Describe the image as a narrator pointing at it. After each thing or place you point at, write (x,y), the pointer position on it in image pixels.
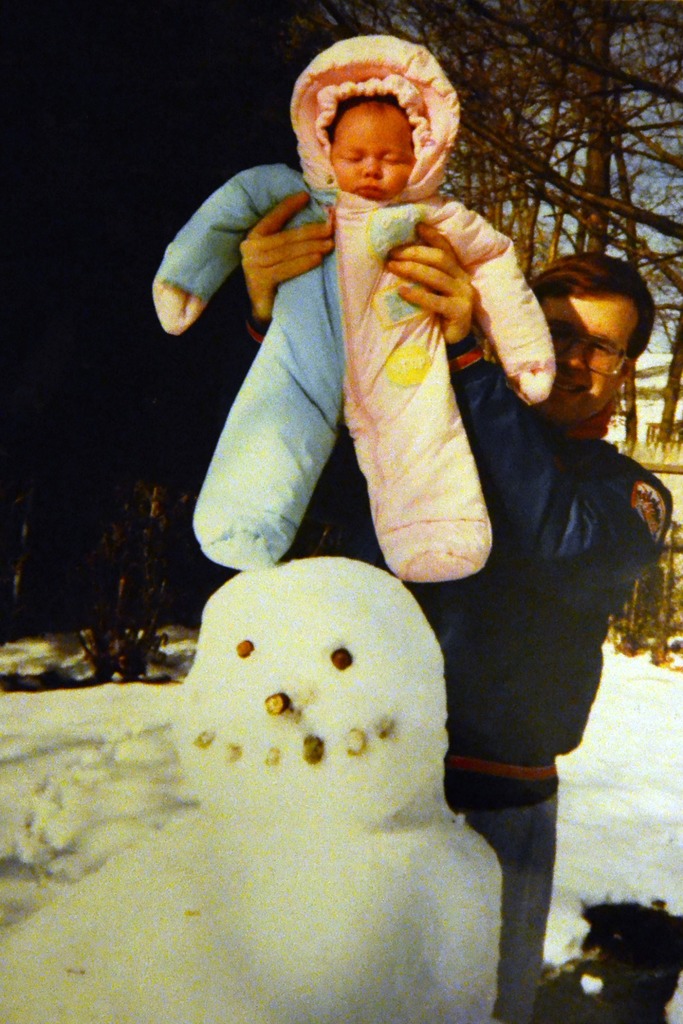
This image consists of a man (517,618) holding a small kid (286,349). At the bottom (328,946), there is a snowman (305,915) made up of snow (219,880). In the background (605,25), there are trees (605,25).
